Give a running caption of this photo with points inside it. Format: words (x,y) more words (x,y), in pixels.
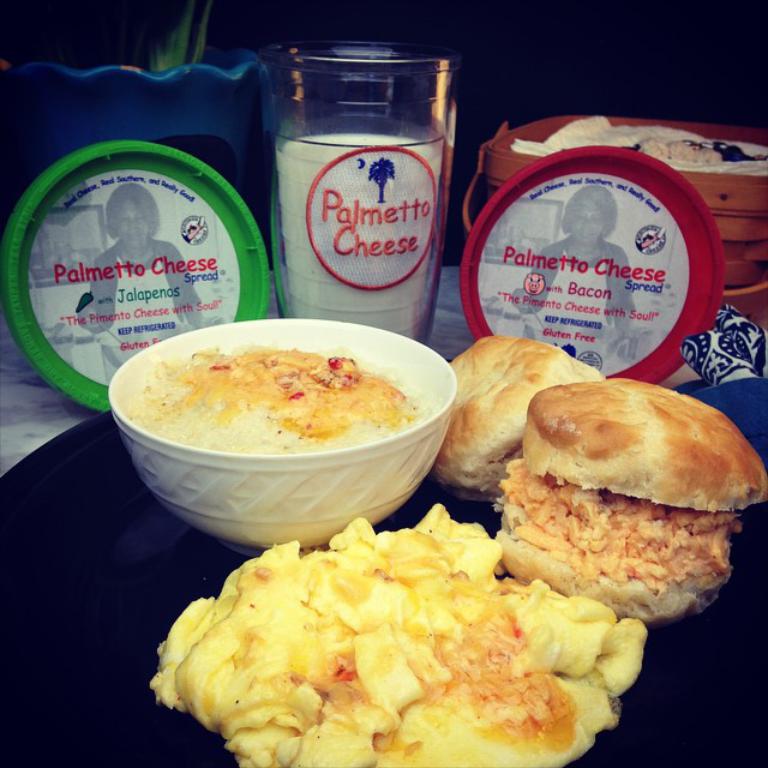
In this picture I can see there is some food (465,582) placed on the table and there is a burger (636,497) and also in the backdrop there is a blue color flower pot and the background (734,241) is dark.
